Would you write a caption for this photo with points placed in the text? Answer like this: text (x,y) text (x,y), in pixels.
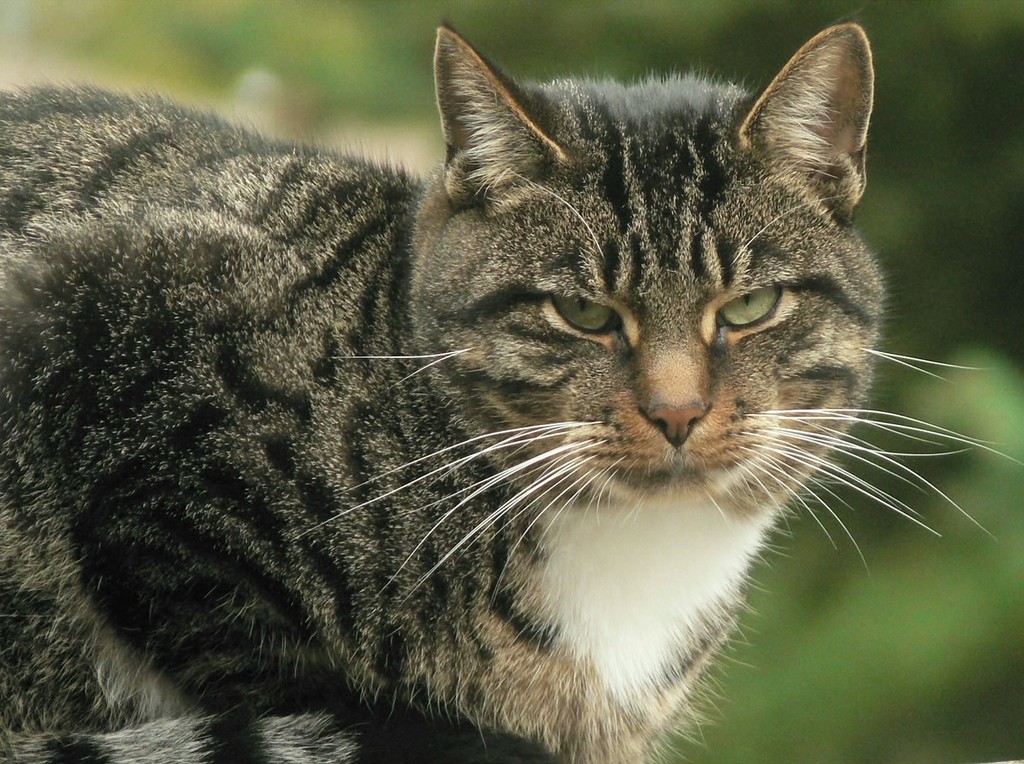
In the image we can see a cat (527,86). Background of the image (568,69) is blur.
